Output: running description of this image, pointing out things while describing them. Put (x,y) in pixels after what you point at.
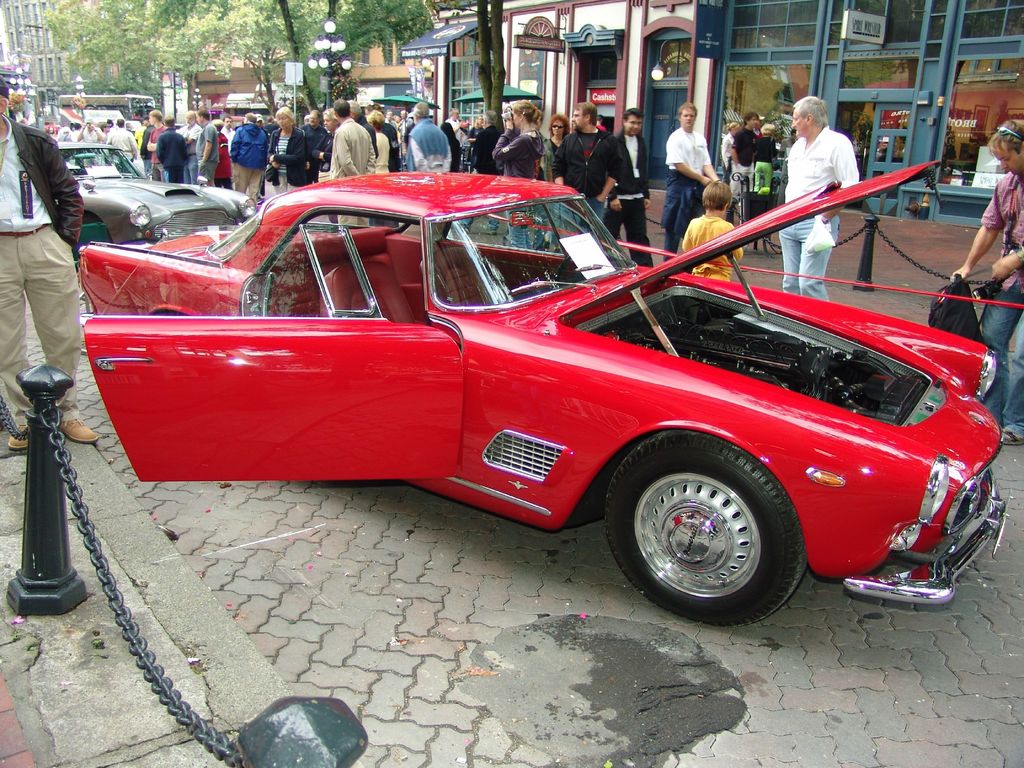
In this image in the foreground (52,266) we can see there is a red car (142,301) and there are many people (590,121) standing.
